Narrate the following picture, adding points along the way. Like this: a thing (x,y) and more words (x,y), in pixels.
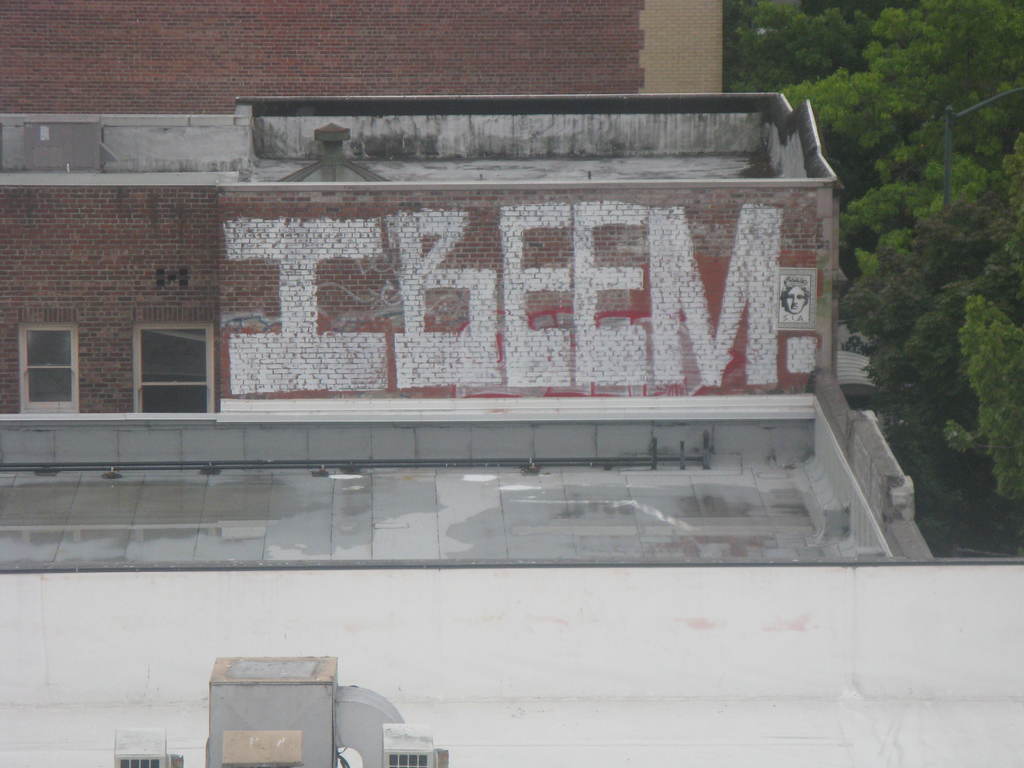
In this image we can see windows (160,394), buildings (374,350), terrace (359,535), air conditioners (391,766), street light (951,149) and trees (930,225).
